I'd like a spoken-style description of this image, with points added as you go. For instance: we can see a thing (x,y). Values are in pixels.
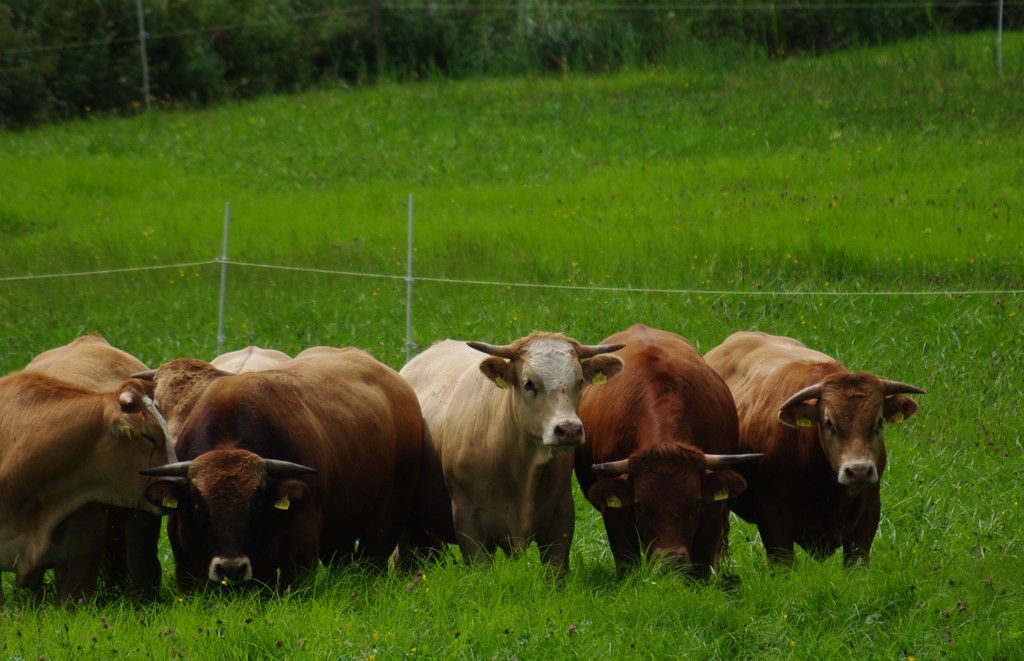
In this image I can see few animals (420,510) standing on the grass (486,600). I can see these animals (380,494) are in brown and cream color. In the background (590,288) I can see the rope (590,288), sticks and many trees (349,68).
